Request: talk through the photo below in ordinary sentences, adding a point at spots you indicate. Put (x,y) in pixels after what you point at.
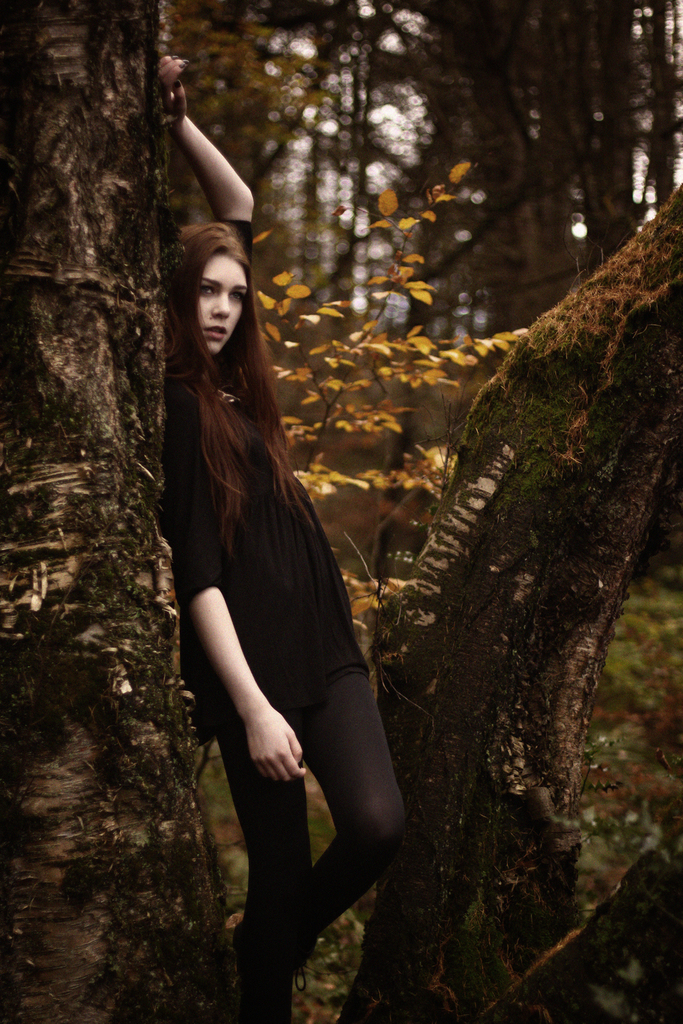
This image is taken outdoors. In the background (353,393) there are many trees (403,473) on the ground (594,785). In the middle of the image (259,362) a girl (204,480) is standing on the ground (330,959) and she is leaning on the tree (164,358).
